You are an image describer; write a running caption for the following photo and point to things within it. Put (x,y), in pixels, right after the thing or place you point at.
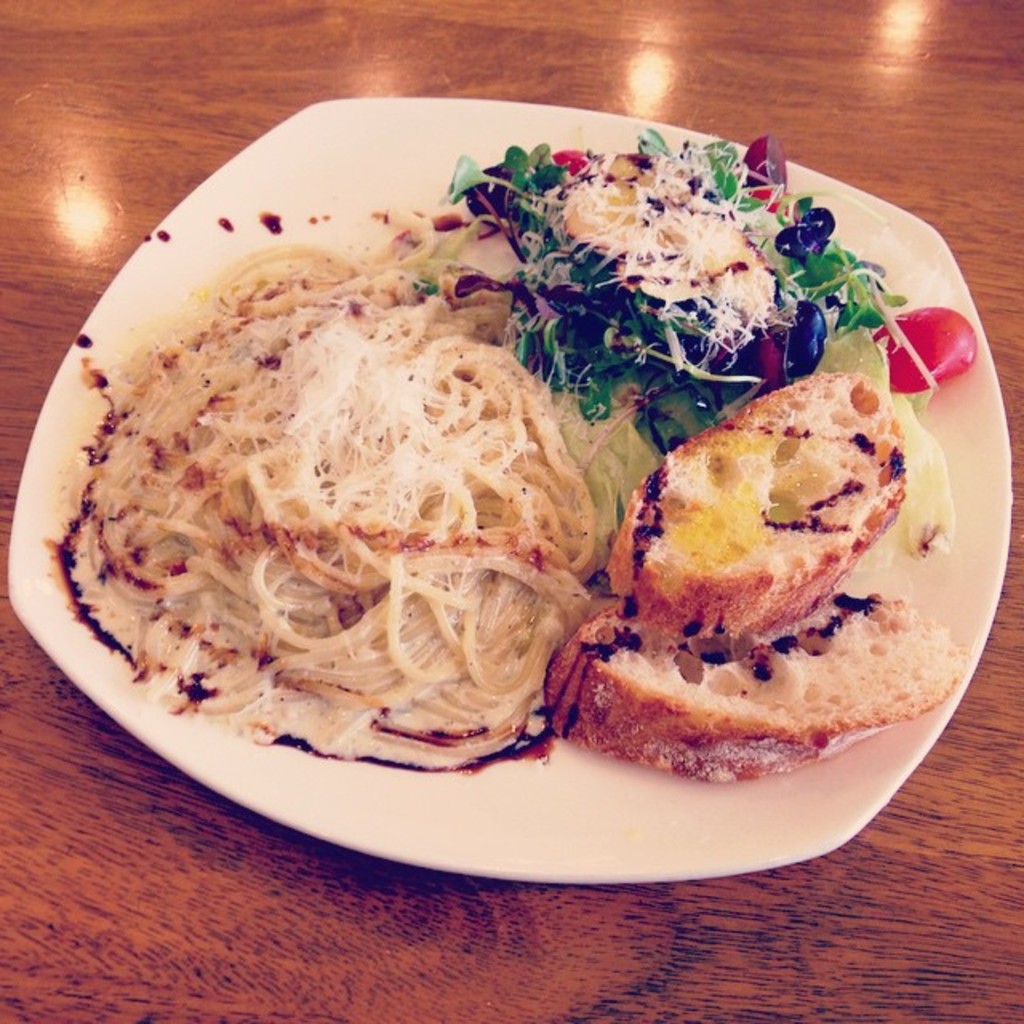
In the image there is some food (418,390) served on a plate (475,104) and kept on the table (929,1006), there are two bread slices (734,580), spaghetti (453,518) and some salad (612,421) served on the plate (162,733).
